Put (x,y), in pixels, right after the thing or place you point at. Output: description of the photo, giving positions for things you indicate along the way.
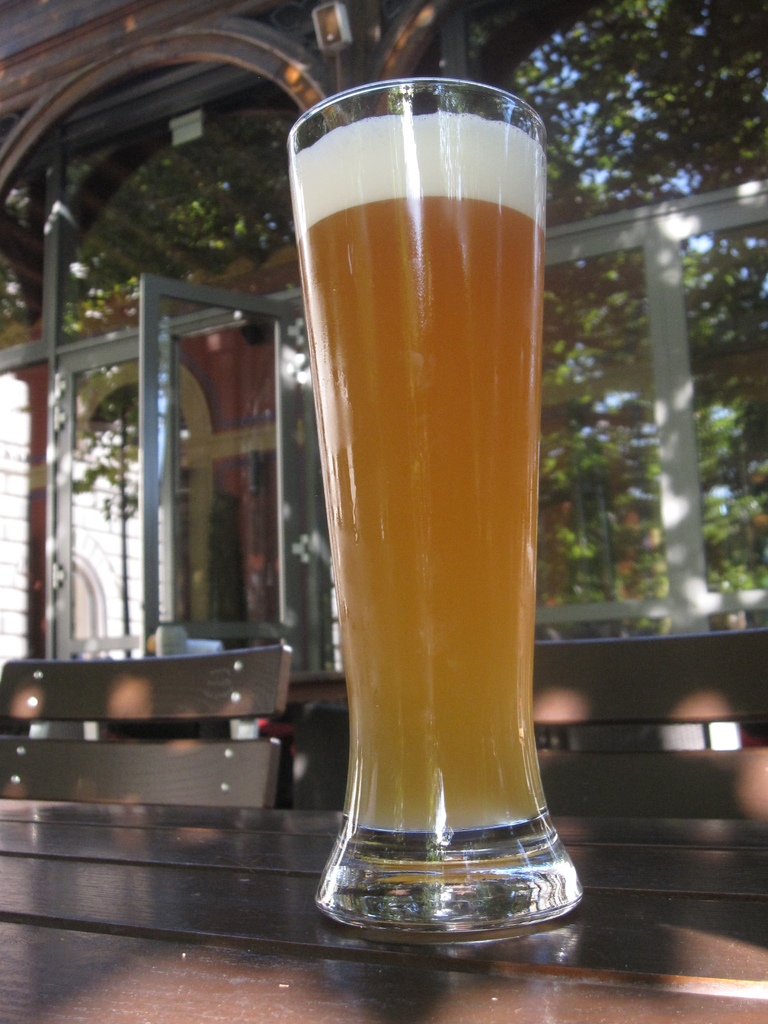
In this image, we can see a glass (420,658) on the table (308,894) and there are some benches (763,792), in the background (125,473) there are some glass windows (575,437).
